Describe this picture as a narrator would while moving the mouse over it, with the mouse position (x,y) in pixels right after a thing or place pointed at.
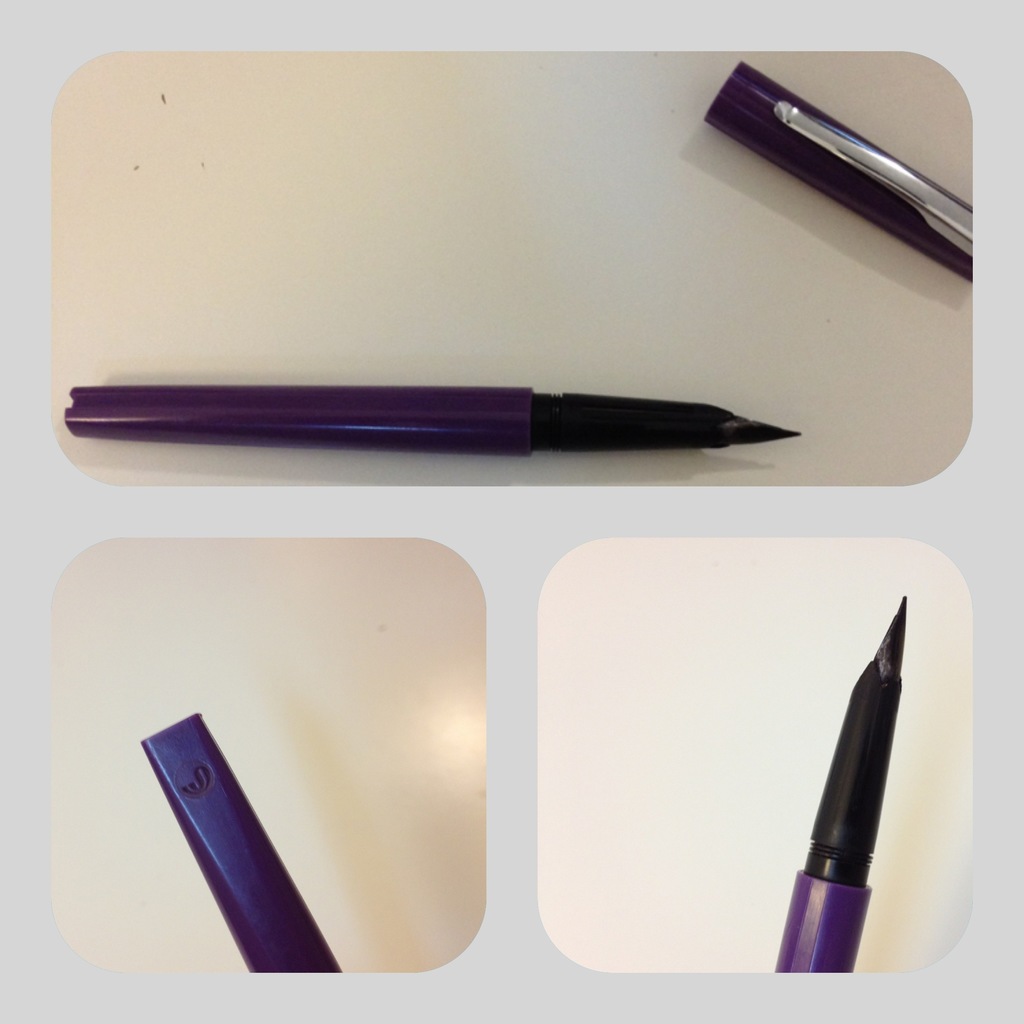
This is a collage image. In this image I can see the pen (450,402) and the pen cap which are in purple and silver color. These are on the cream color surface (595,382).
